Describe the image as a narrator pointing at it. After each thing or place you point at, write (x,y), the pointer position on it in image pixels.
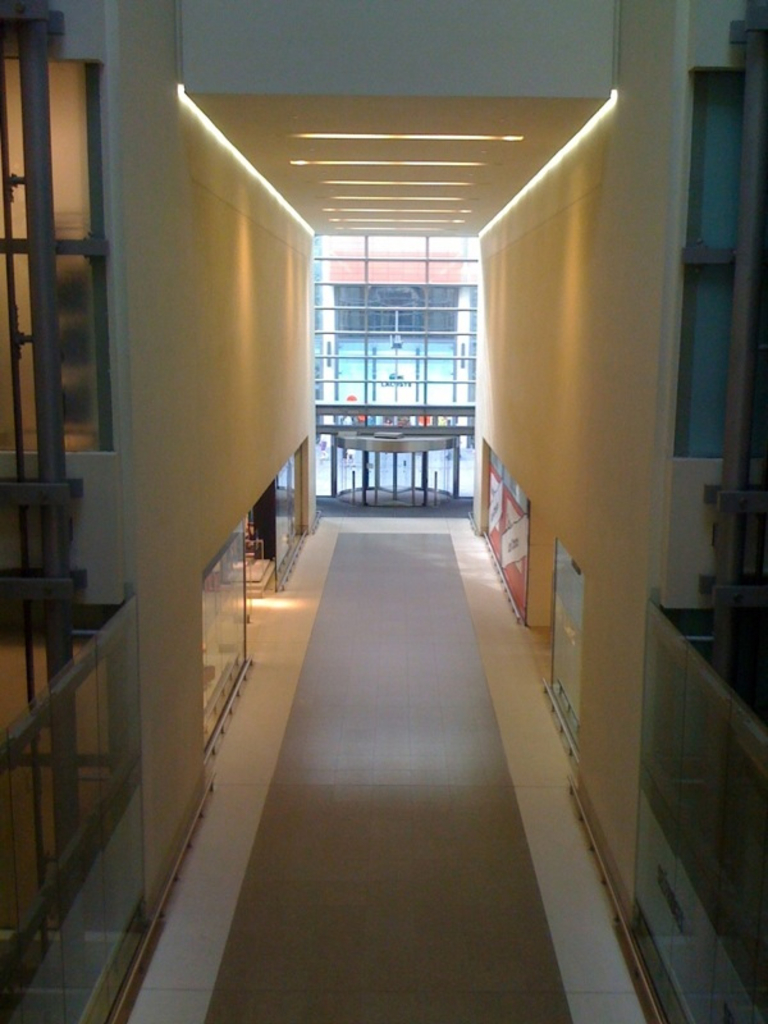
in this image there is a wall (178,583) at left side of this image (188,561) and right side of this image (623,513) as well, and there is a window glass (398,384) in middle of this image (415,388).
